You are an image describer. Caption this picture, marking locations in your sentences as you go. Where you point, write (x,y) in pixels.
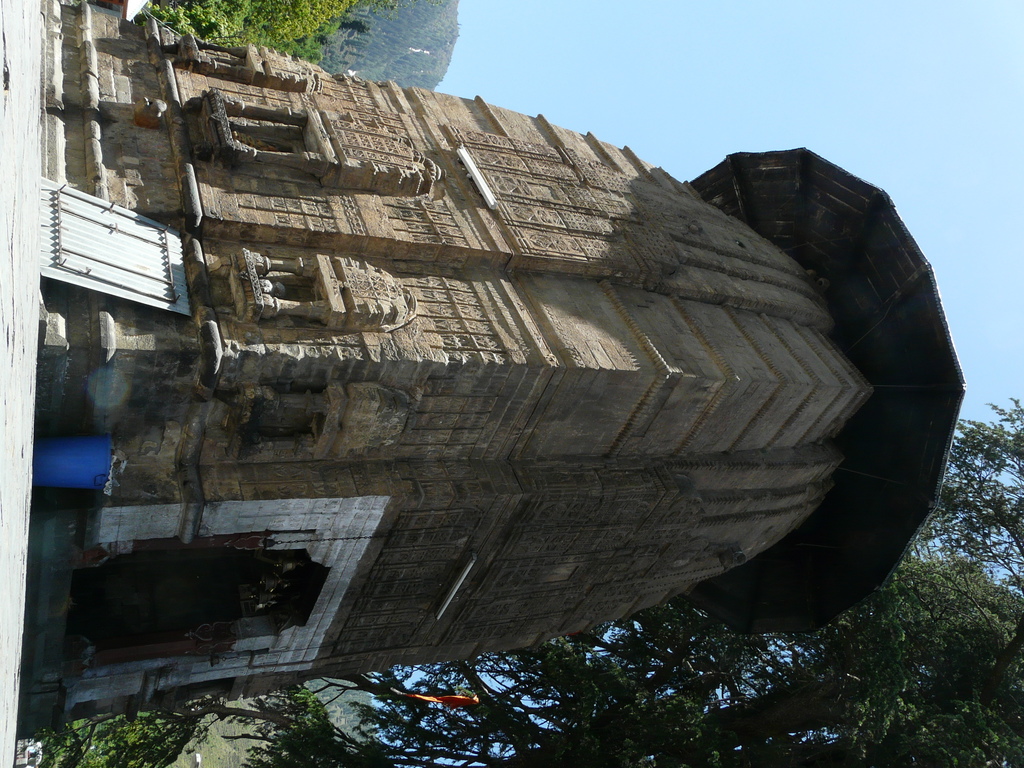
In this picture I can see a monument (481,450) and I can see stone carving (344,367) on the walls (339,614) and I can see trees (234,19) and hills (344,697) and a blue sky (741,118) and I can see a large plastic container (90,480) and a metal sheet (114,279) on the left side of the picture (186,274).
